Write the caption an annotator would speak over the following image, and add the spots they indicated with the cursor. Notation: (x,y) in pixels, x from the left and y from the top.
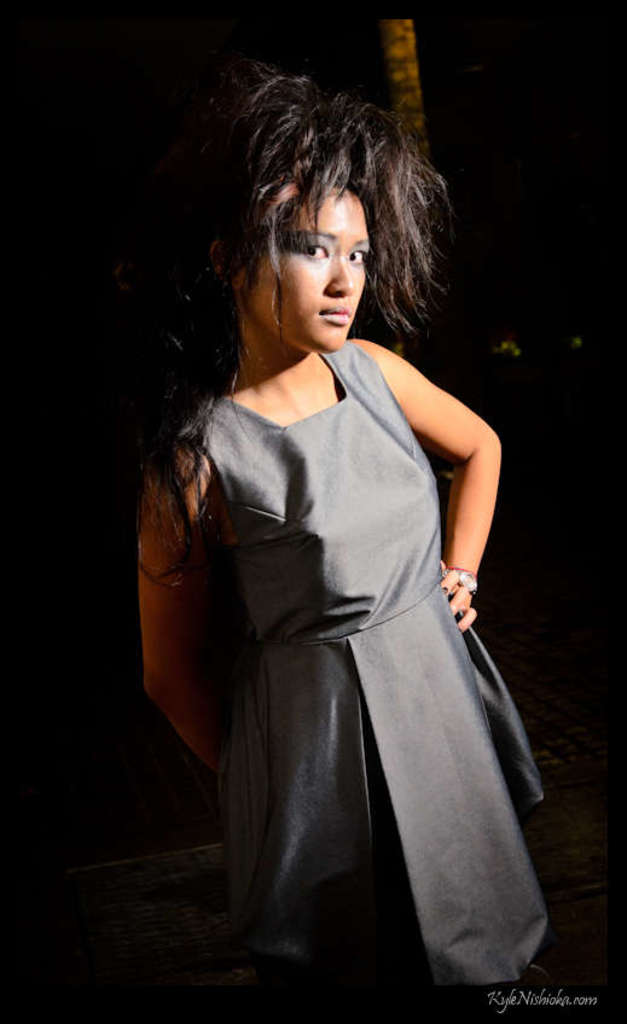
This image consists of a woman (308,597) wearing a gray dress (349,656). The background (50,667) is too dark.
